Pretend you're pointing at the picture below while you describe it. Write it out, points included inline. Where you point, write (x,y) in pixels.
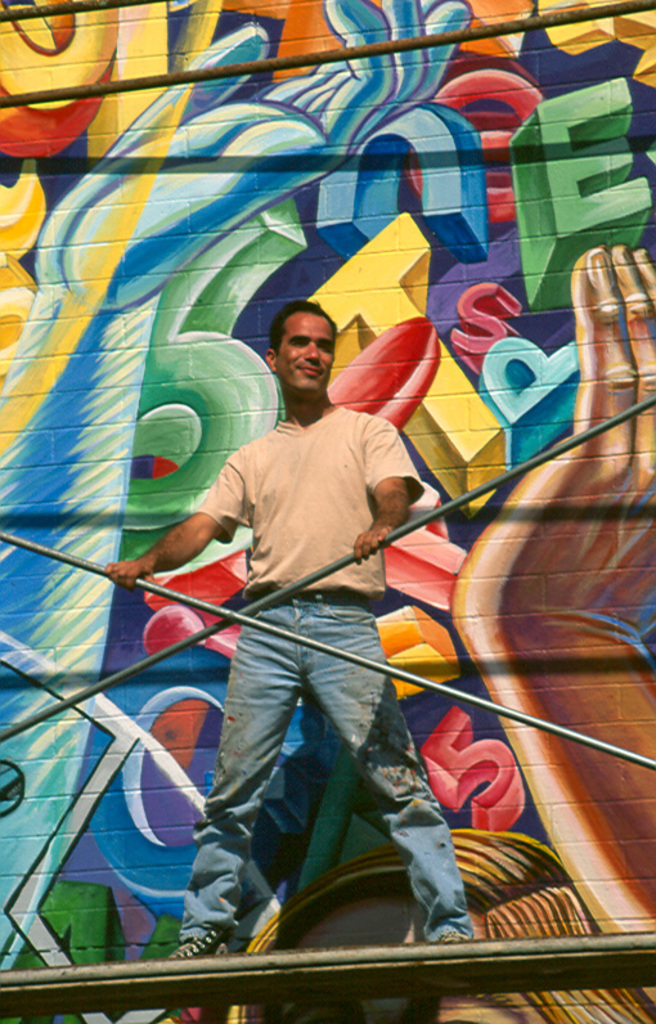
There is a man (348,584) standing on the platform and smiling and we can see rods (257,604), behind him we can see painting (504,419) on the wall (564,669).
